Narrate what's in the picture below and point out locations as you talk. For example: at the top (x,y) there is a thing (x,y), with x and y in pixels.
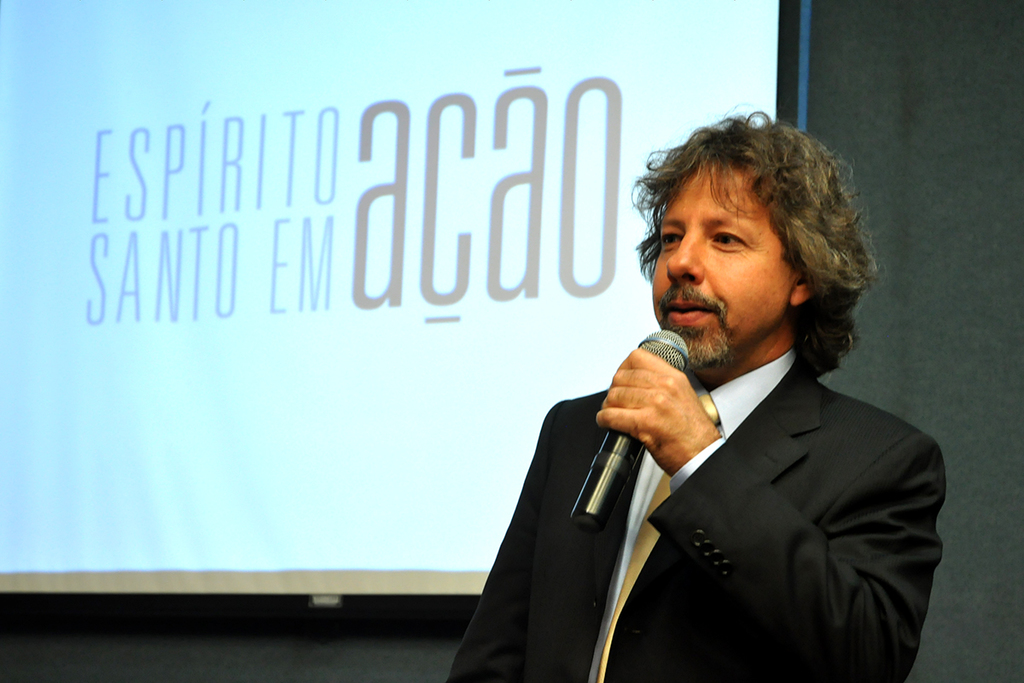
There is man (726,507) standing with a black jacket (859,551). And he is handling a mic (667,361) in his left hand (627,414). Behind him there is a screen (278,148).
